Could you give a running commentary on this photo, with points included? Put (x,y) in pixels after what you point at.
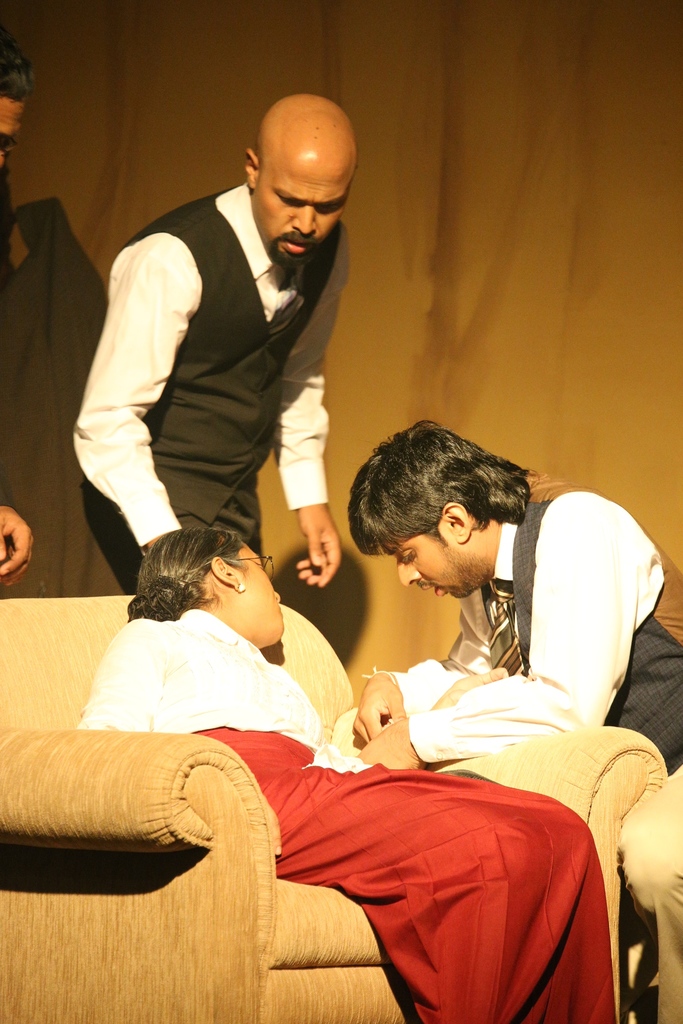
In this picture I can see a woman (493,919) sitting on the chair (41,950), there is a person (526,673) holding her hand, there are two persons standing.
